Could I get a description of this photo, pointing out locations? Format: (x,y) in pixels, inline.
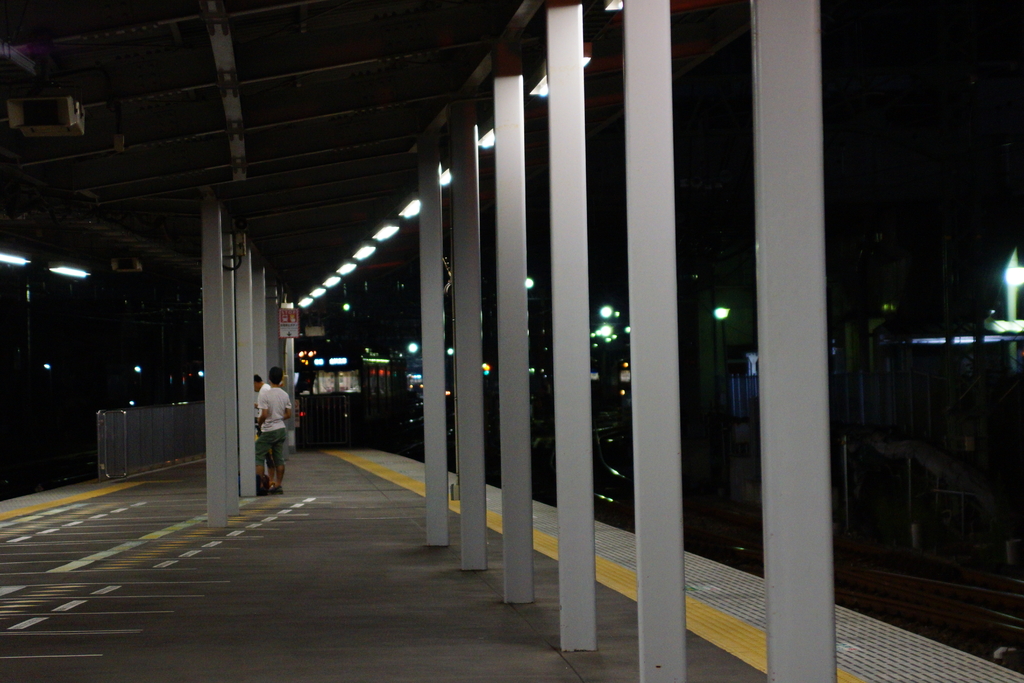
In this image we can see two men (264,459) are standing on the platform (237,613) and pillars (223,332) are there. On the right side of the image (753,328), we can see railway tracks (850,550) and buildings (737,474). In the background (993,342), we can see the lights (964,339). At the top of the image (185,42), we can see the shelter (185,42).
